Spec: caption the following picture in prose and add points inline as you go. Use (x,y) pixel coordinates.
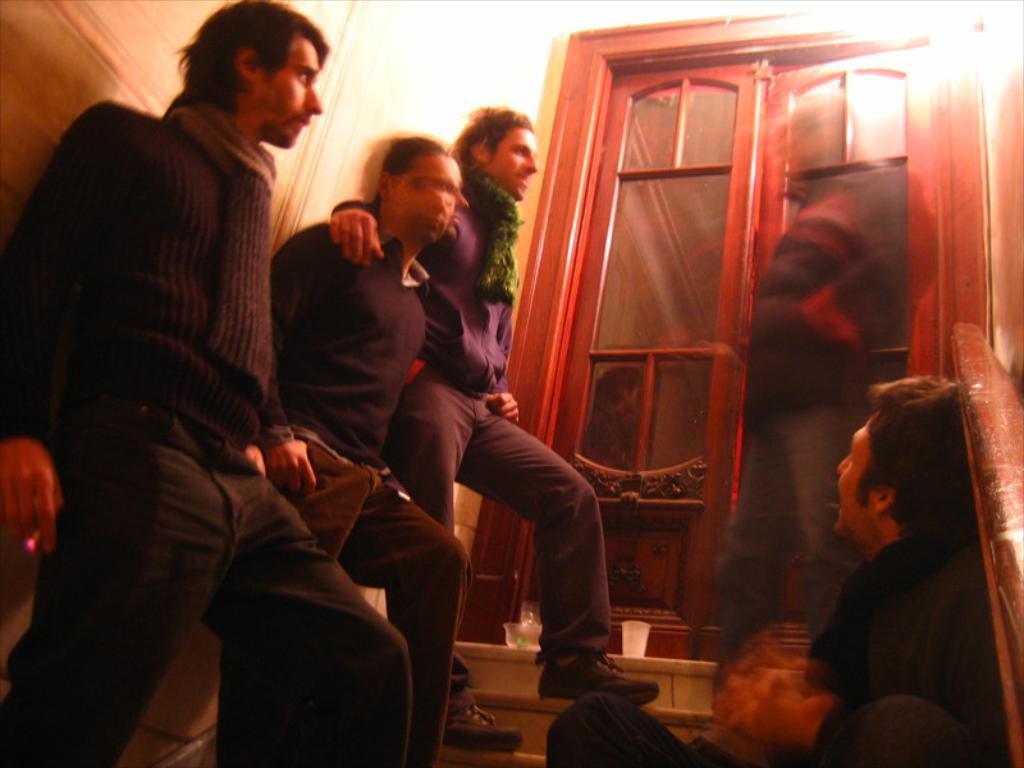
In this image I can see on the left side (72,346) three persons (453,541) are standing on the staircase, in the middle (668,315) there are doors (660,608). At the bottom (633,622) it looks like a glass (627,649).
